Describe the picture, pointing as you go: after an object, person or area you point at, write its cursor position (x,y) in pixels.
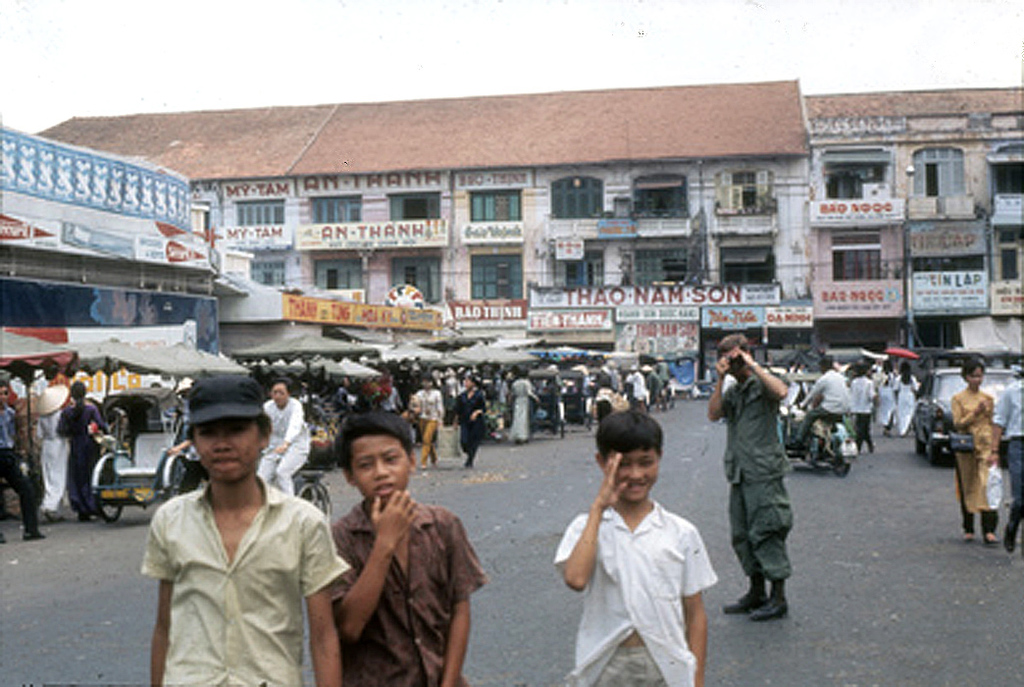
This is the picture of a road (544,545). In this image there are group people (659,558), few are walking and few are standing on the road (750,665). There is a person (756,446) with green shirt (767,466) is standing and holding the object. There is a person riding motor bike (790,448) and there are vehicles (568,378) on the road (940,513) and there are tents (290,346) on the road (902,534). At the back (562,264) there are buildings (1002,274) and there are hoardings (978,306) on the buildings (639,262). At the top (85,57) there is sky (638,47). At the bottom (852,656) there is a road (854,628).
